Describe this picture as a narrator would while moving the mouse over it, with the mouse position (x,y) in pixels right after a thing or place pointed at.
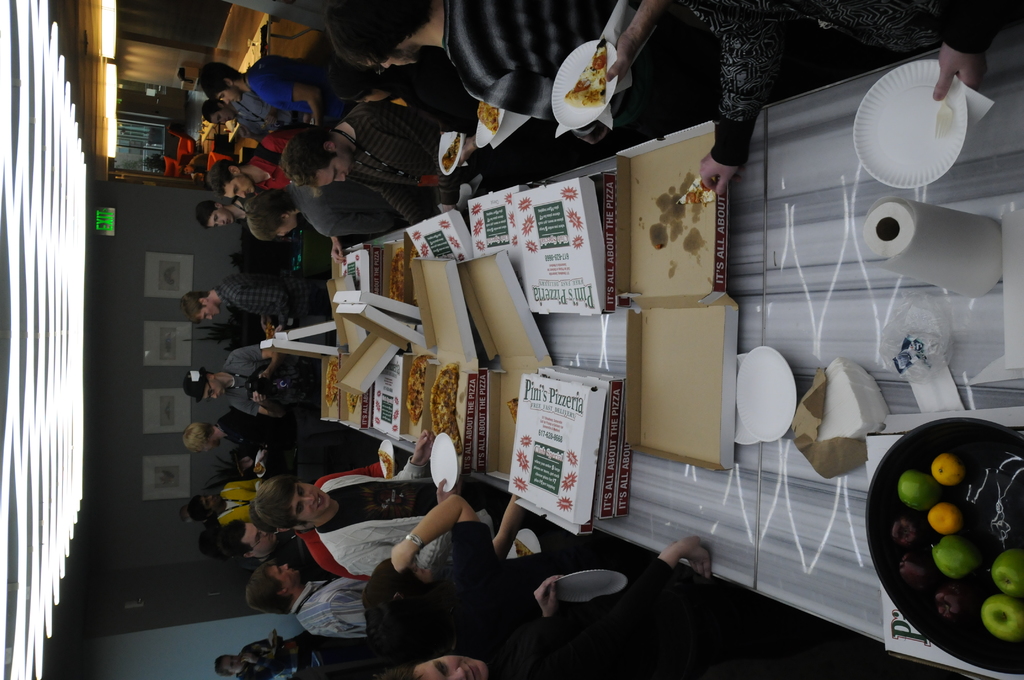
In this picture there is a dining table (586,367) on the right side of the image (941,203), on which there are pizzas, there are people (386,207) on the left side of the image (327,555).
